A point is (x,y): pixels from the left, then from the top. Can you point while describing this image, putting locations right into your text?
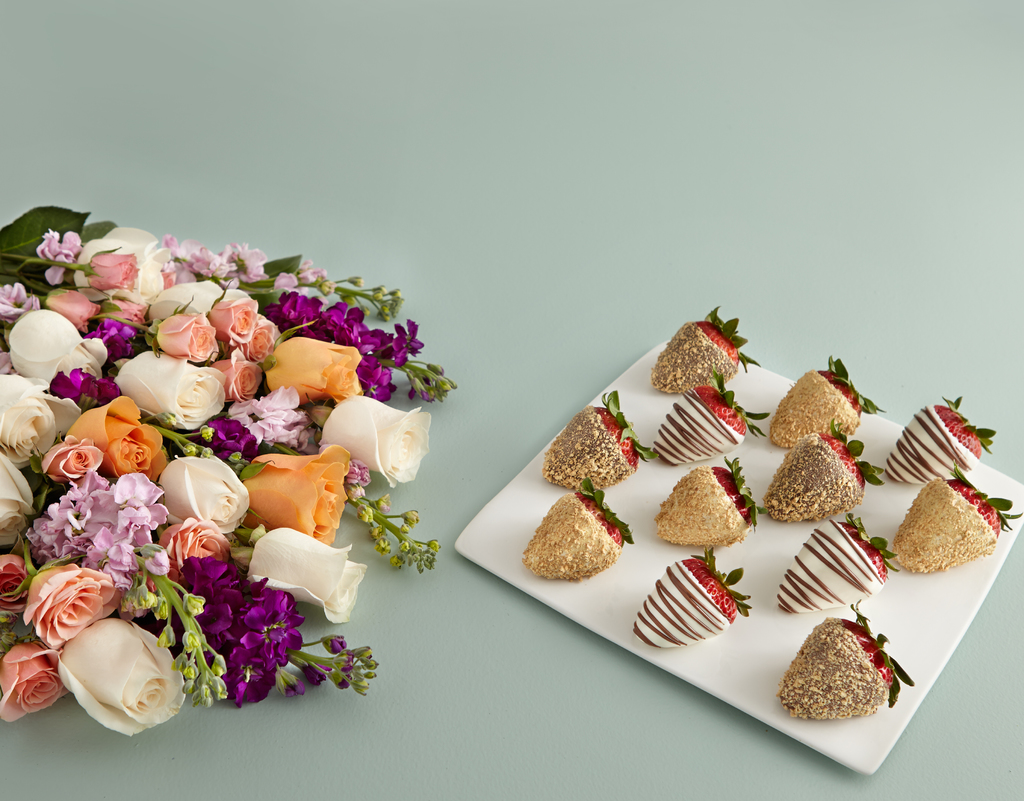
On the left (257,312) there are different colors of flowers (196,414) on a platform (760,327) and on the right (706,523) there are strawberries (787,511) with some designs (829,477) on it on a plate (803,539) on a platform (543,640).
